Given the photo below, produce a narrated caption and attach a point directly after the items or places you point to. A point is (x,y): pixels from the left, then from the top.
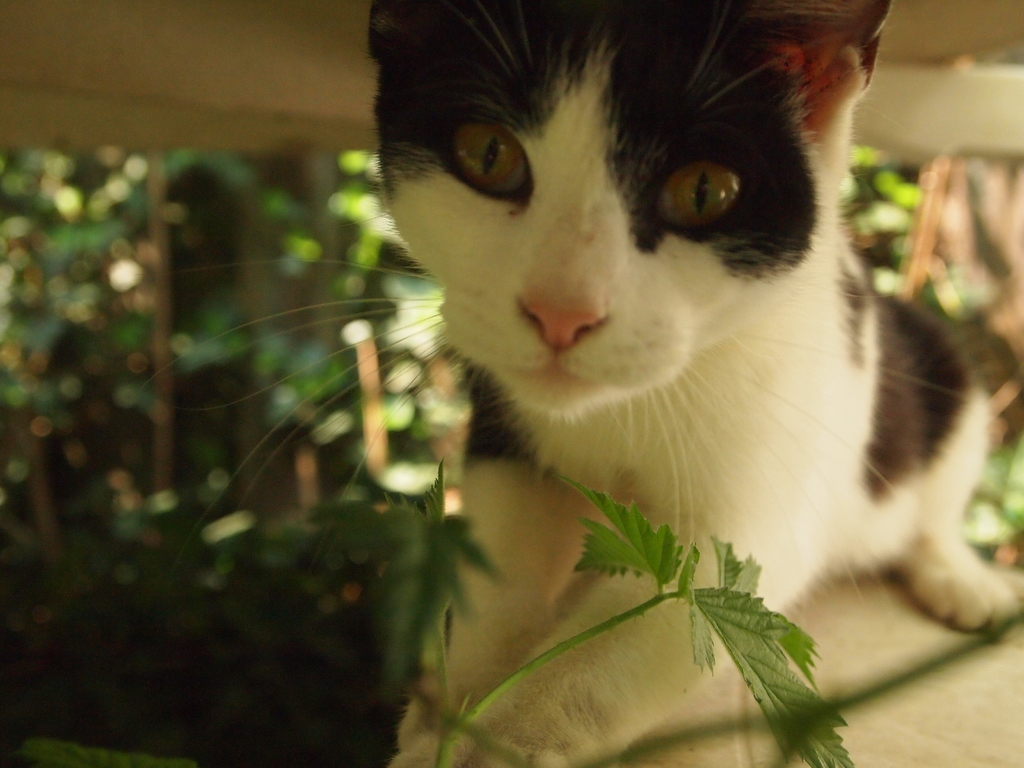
In this image, we can see a black and white cat (826,487) and plant (524,670). Background (1000,97) there is a blur view.
